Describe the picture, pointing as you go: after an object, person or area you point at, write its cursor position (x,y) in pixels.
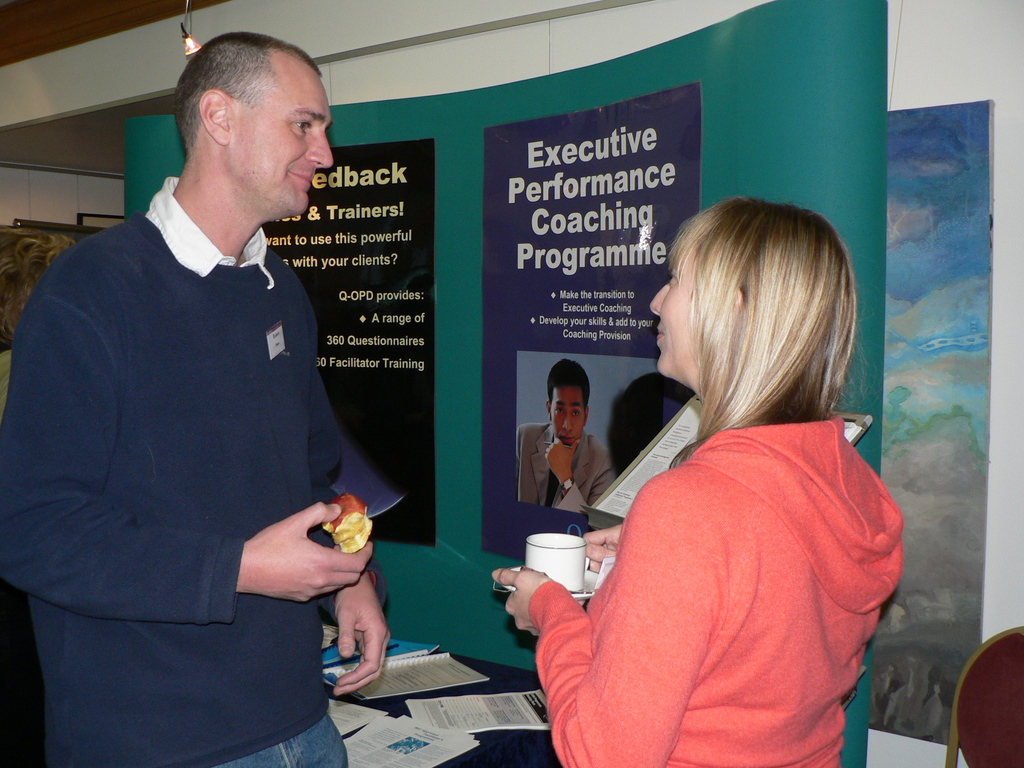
In this picture I can see a man (226,349) and a woman (675,524) standing in front (807,300) and I see that the woman (691,387) is holding a cup (534,565) and a saucer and the man (274,394) is holding an apple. Behind them I can see a table (528,754) on which there are papers (441,749). In the background (445,598) I can see the wall (921,3) and I can see the banners (511,209) on which there is something written and I see the picture (616,379) of a person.
